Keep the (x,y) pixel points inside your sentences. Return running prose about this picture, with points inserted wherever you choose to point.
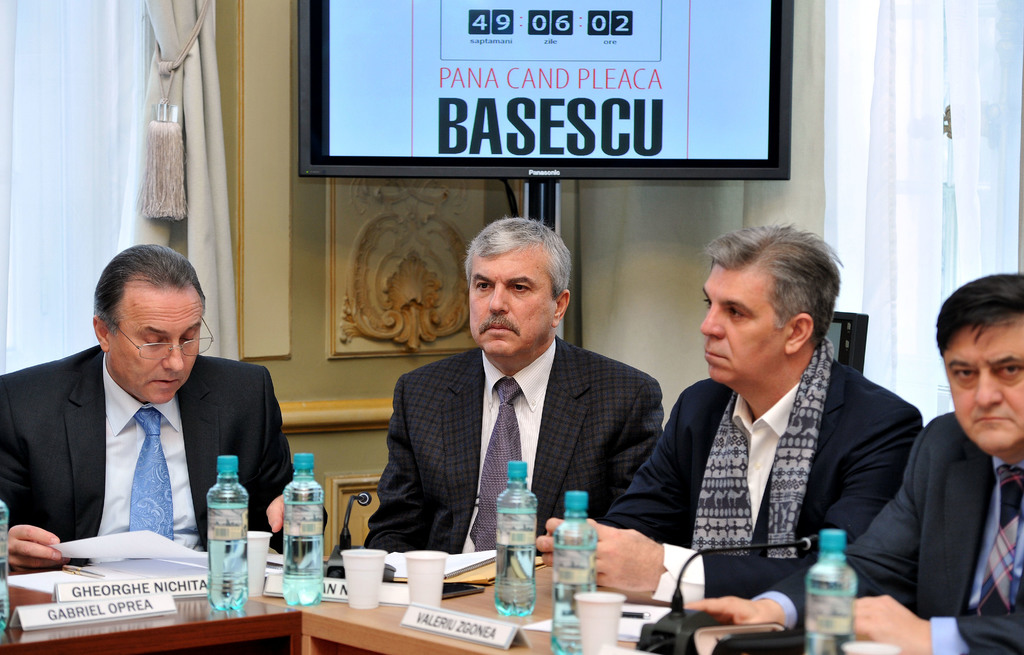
There are persons (97,372) in suits (700,435), sitting around the table (489,614) on which, there are bottles (831,586), glasses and documents (168,567) arranged. In the background (656,67), there is a screen (656,67) attached to a stand (544,197), there are curtains (101,16) and there is a wall (309,371).
